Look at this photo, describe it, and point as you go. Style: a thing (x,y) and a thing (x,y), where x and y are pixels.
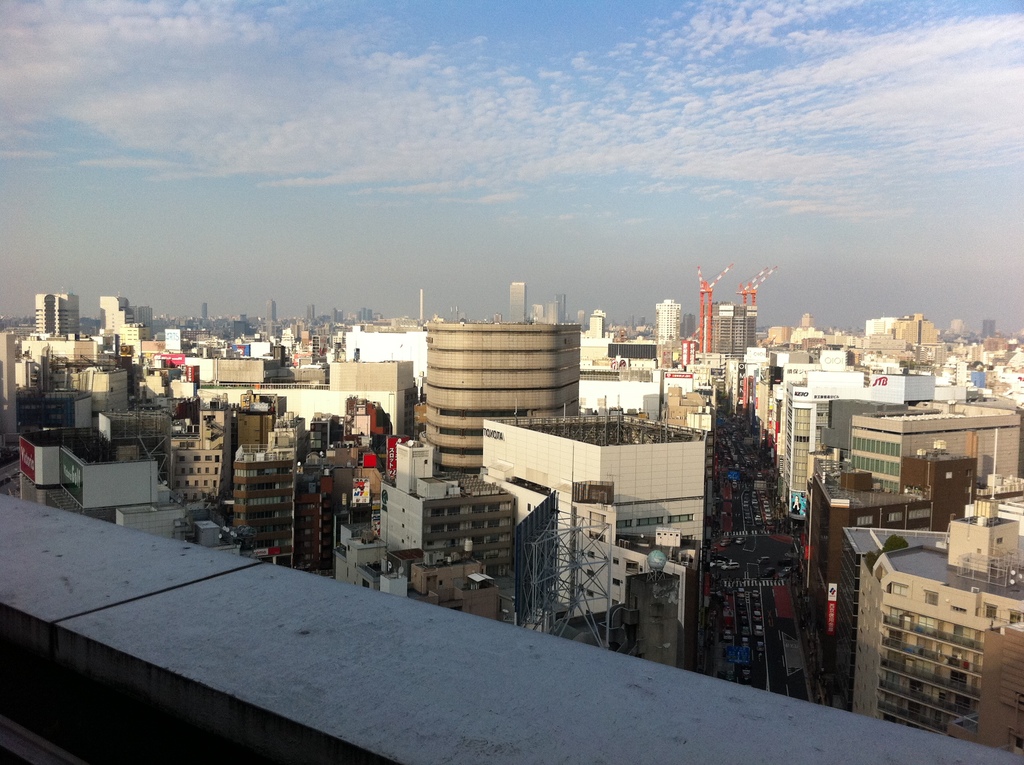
This image consists of many buildings (419,375) and skyscrapers (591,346). At the top (799,130), there are clouds (746,114) in the sky (504,222). It is clicked from a terrace (96,672).
